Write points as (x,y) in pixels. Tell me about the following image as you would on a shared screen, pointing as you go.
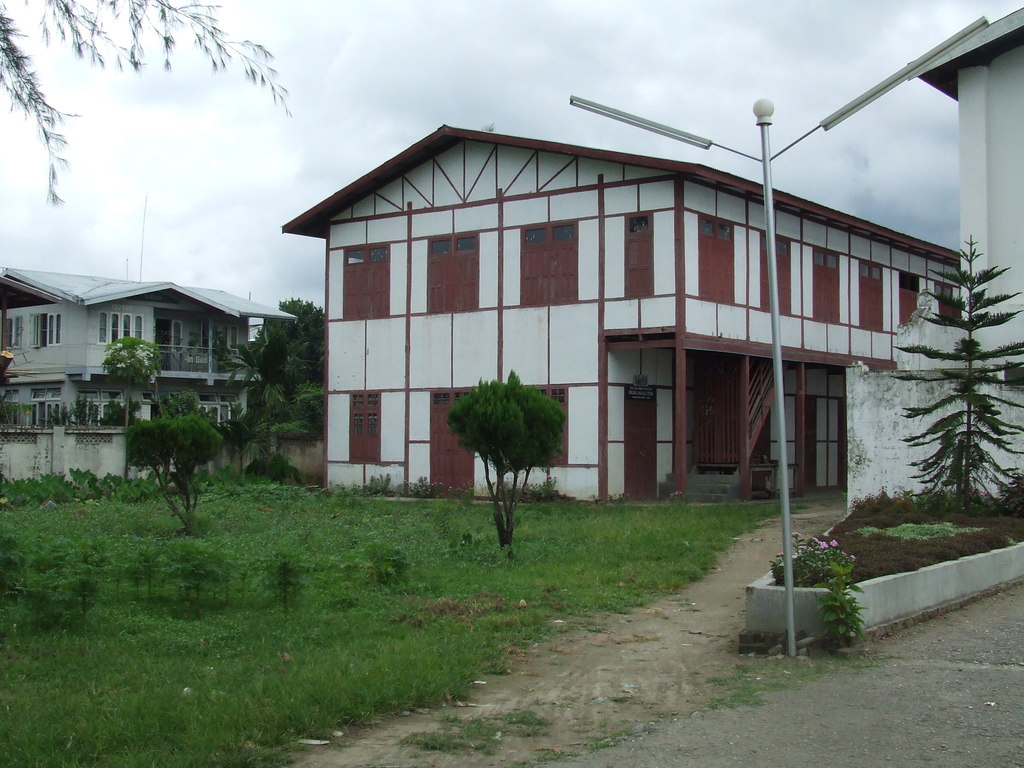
In this image, we can see buildings (699,258), trees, poles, plants (213,589) and at the bottom (335,628), there is ground (374,632).
